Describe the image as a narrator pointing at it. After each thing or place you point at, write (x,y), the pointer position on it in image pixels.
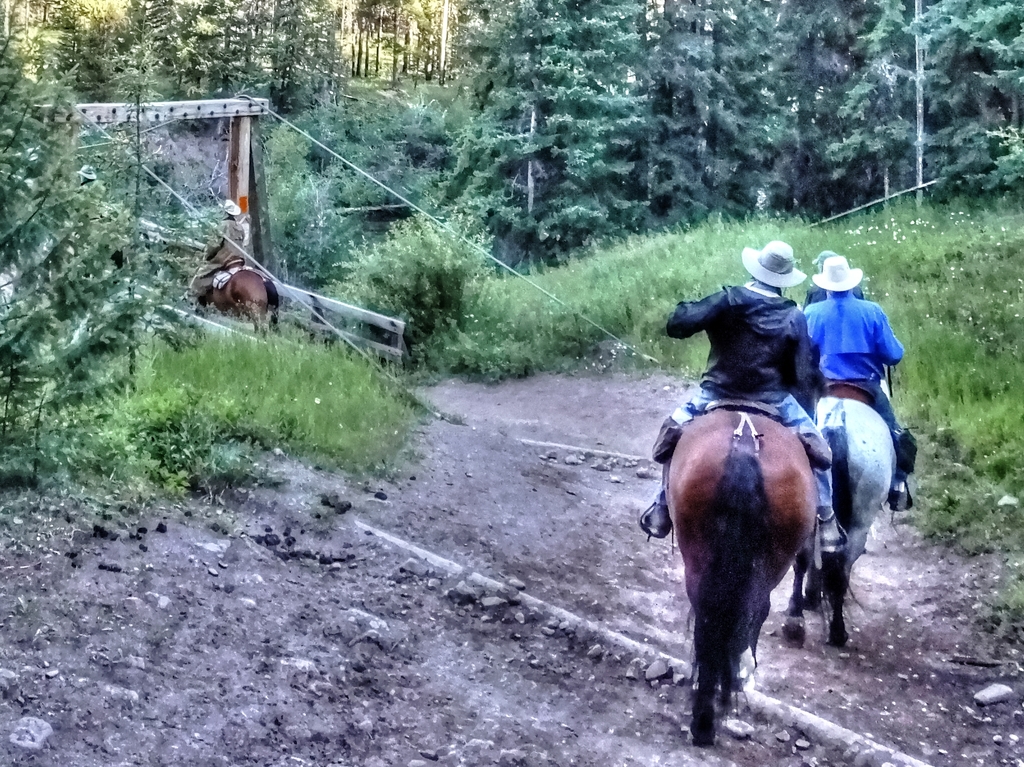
In this image I can see few people (215,263) are sitting on horses (752,445). I can also see all of them are wearing hats (782,273). In the background (700,343) I can see trees (776,37) and grass (520,335).
